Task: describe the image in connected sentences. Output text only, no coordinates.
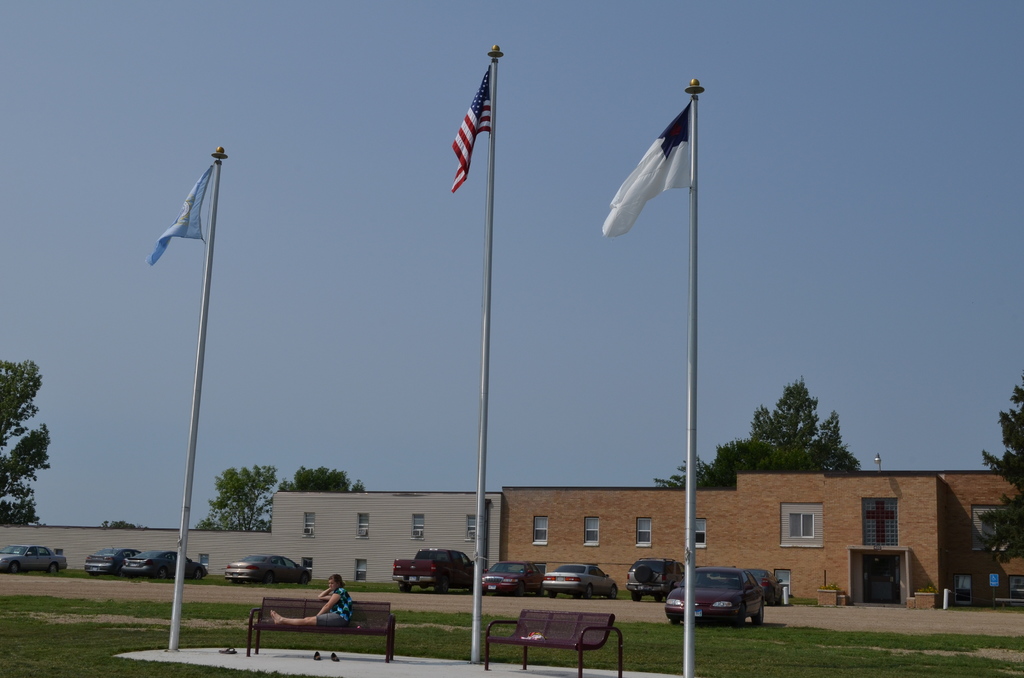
In this picture we can see a person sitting on a bench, here we can see flags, vehicles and in the background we can see buildings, trees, sky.
